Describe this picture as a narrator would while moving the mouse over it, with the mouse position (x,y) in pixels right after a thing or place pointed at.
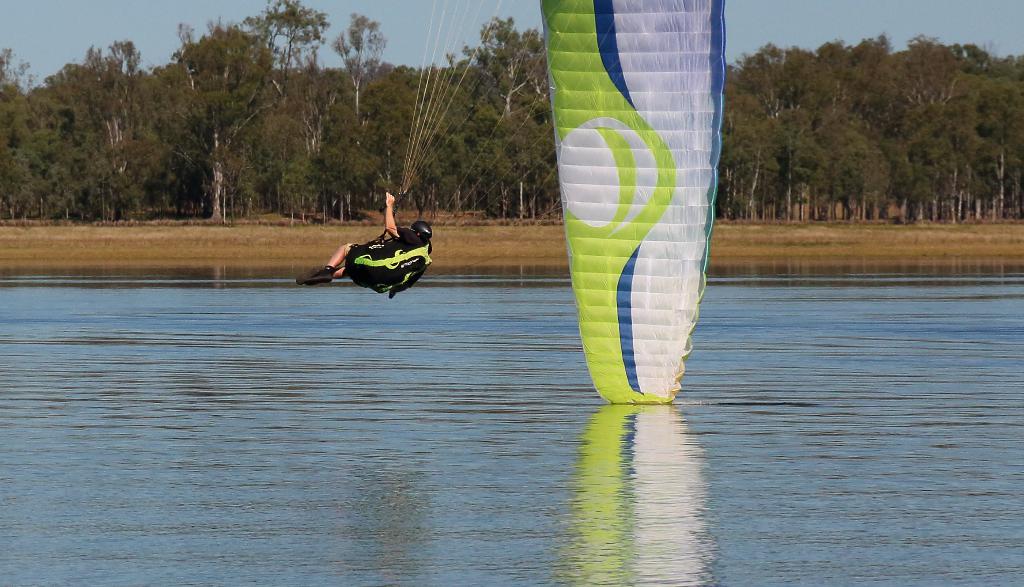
The man (425,241) in the middle of the picture (399,262) is paragliding. At the bottom (382,434), we see water (586,484) and this water (586,484) might be in the lake (323,454). There are trees (488,169) in the background (854,154). At the top (781,26), we see the sky (480,11).
